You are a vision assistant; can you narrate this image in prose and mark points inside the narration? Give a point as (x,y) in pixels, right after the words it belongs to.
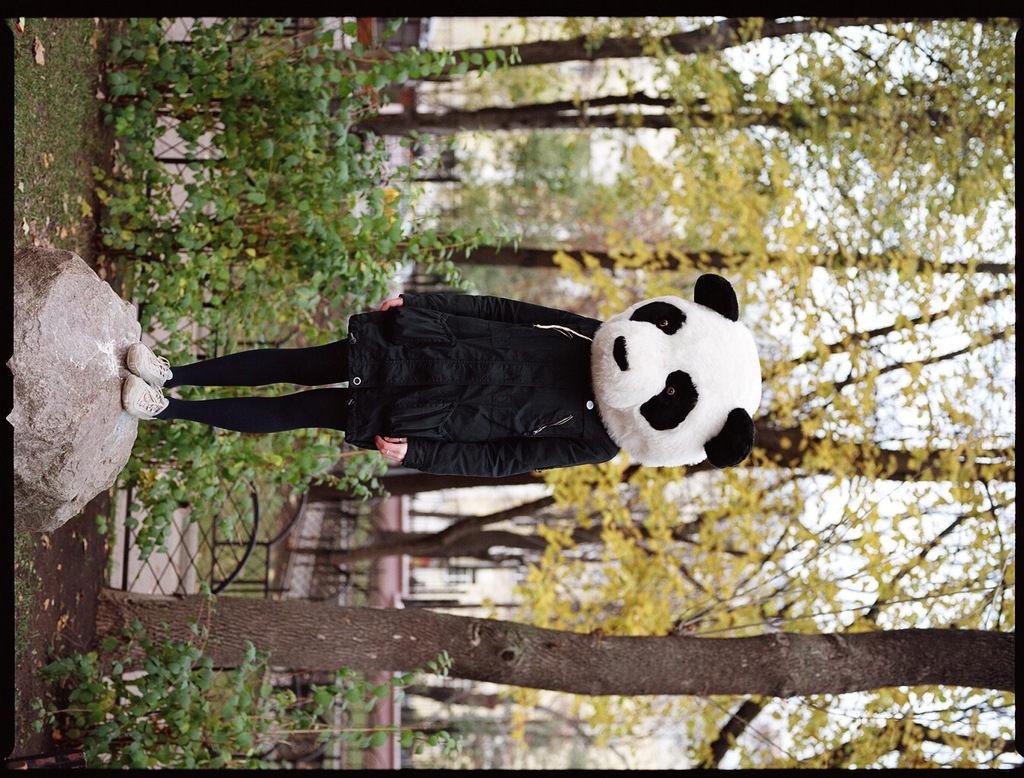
In this image we can see a person (324,404) is standing on the rock (35,407), and wearing the panda mask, there are the trees (764,87).
